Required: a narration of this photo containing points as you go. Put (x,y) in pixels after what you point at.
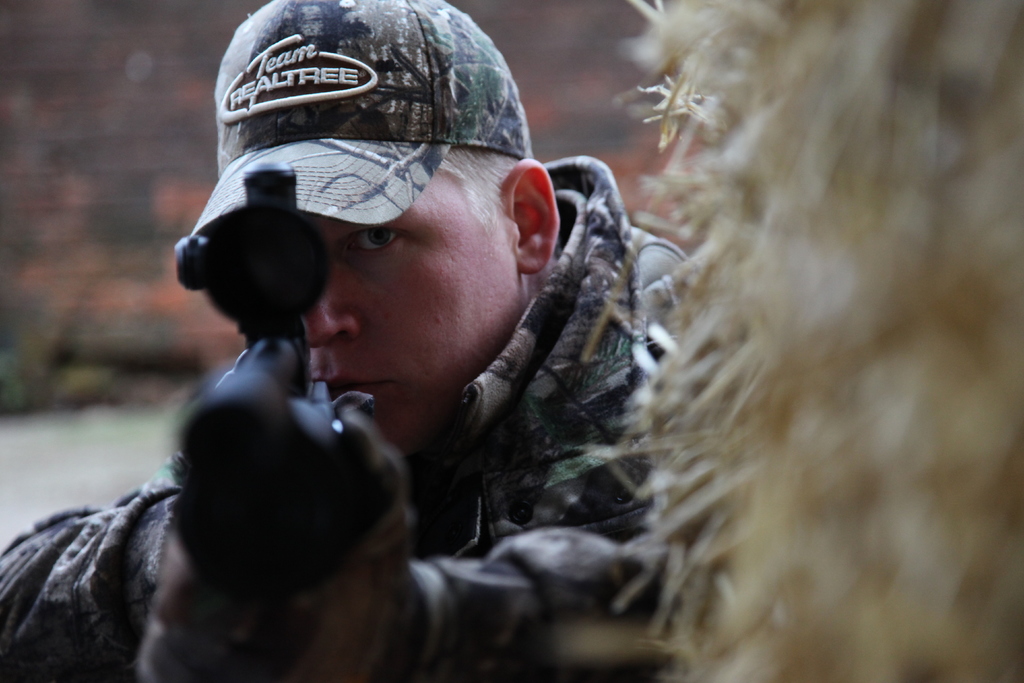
A person (319,374) is holding gun (290,456), wearing cap (412,60) and clothes (559,506).
